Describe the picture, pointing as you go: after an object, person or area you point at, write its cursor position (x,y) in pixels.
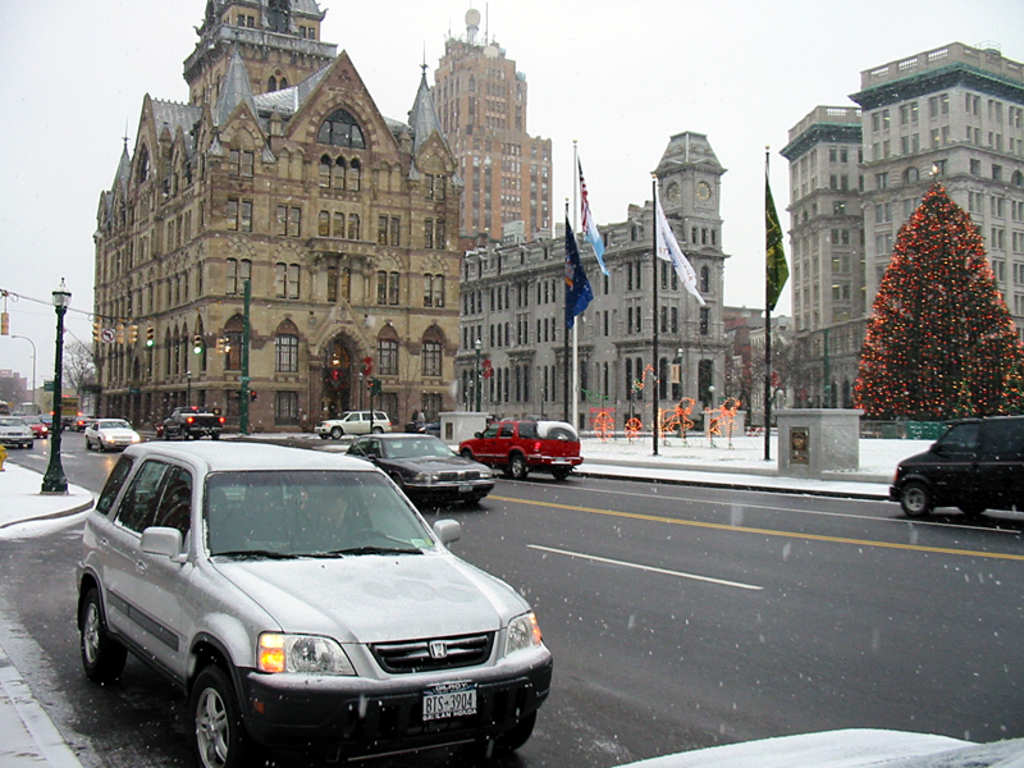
In the foreground of this image (887,708), there are vehicles (510,596) moving on the road (525,570). In the background (915,338), there is Xmas tree (916,373), lights (666,415), flags (574,249), poles (60,329), buildings (221,173) and the sky (53,68).
